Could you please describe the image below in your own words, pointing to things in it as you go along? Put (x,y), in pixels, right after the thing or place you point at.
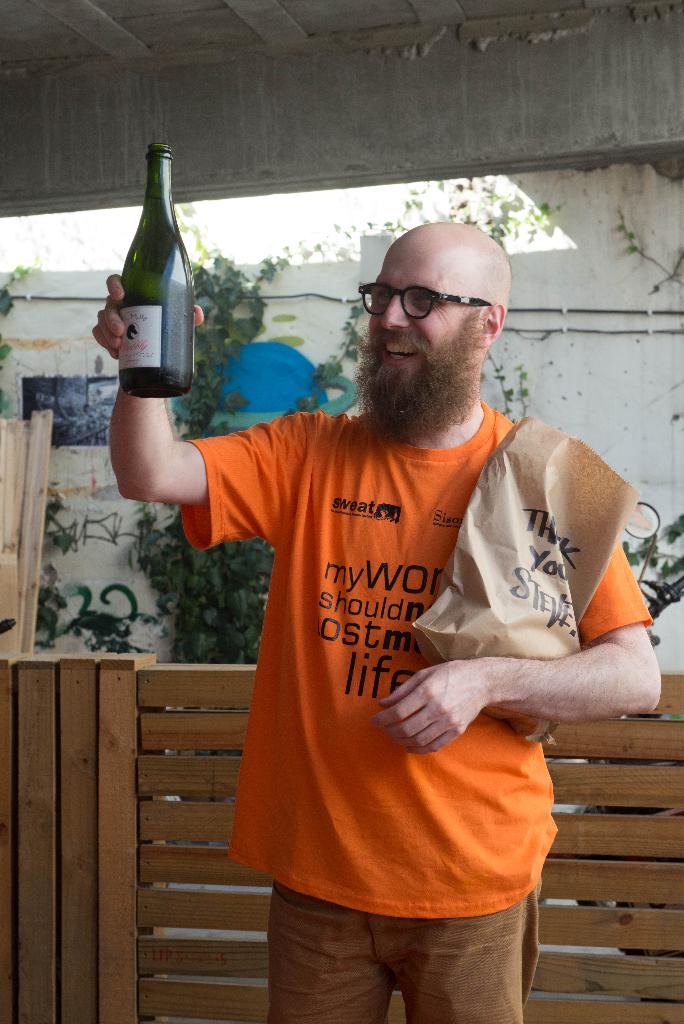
There is a man (532,809) standing in this picture. He is wearing a brown trousers (447,987) and orange T-shirt (370,902) and there is some text (387,694) written on his T-shirt (371,605). He is holding a champagne bottle (181,386) in his right hand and a paper bag (497,570) in his left arm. He has long beard (408,440) and wearing spectacles (413,315). He is looking at the bottle (178,294) and smiling. Behind him there is wooden railing (138,727) and wall (76,330). On the wall (64,492) there are cables (81,299) and creepers (181,573).
